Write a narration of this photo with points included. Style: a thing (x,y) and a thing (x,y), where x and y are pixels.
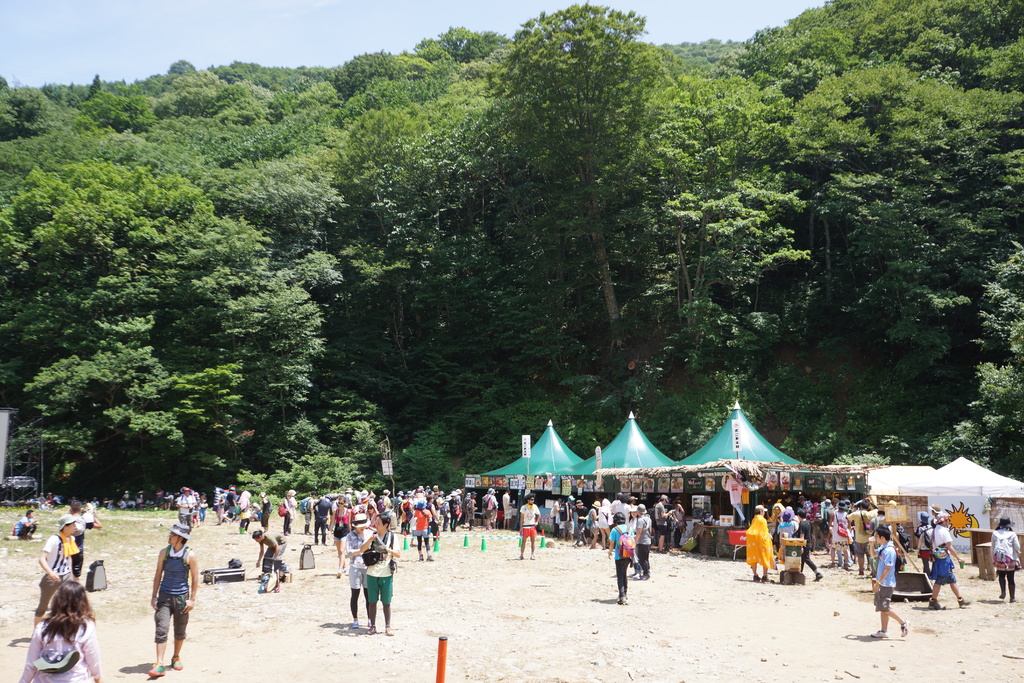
In this image we can see many people (842,523) on the sand (748,588). We can also see the tents (742,447) for shelter. There are papers (662,485) with images (776,478). In the background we can see many trees (348,285). Sky (168,39) is also visible. There are some objects (104,589) placed on the sand (975,574) at the bottom (440,644).
